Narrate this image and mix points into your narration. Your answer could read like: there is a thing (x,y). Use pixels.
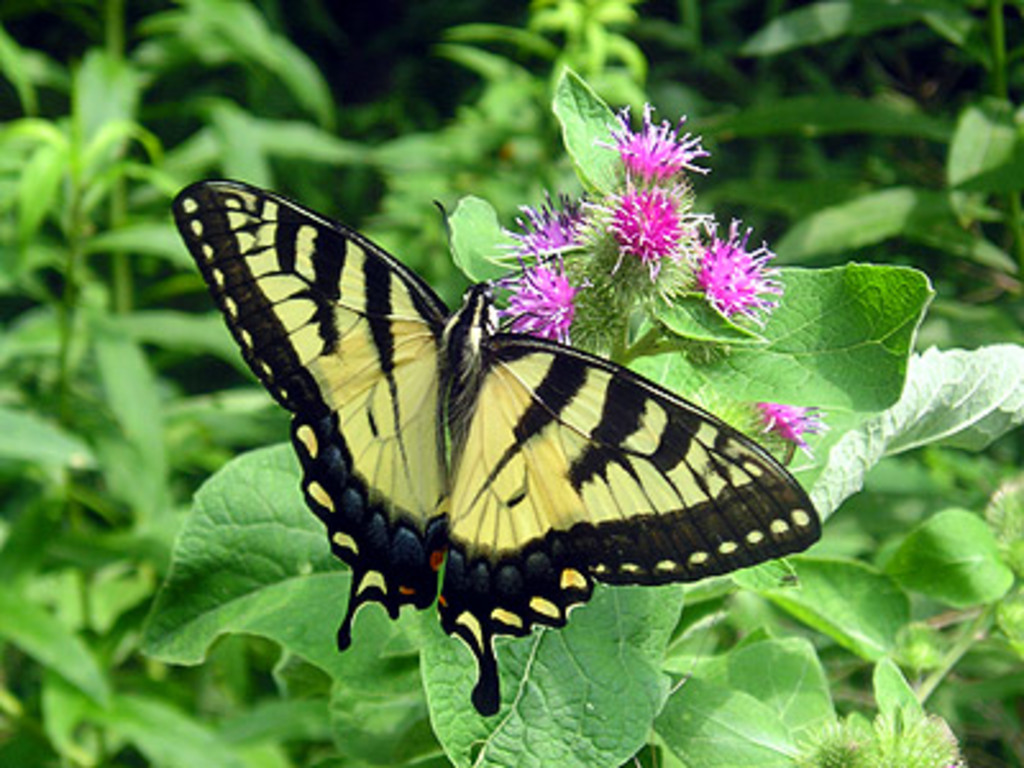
As we can see in the image there are plants (695,212), flowers (672,262) and butterfly (429,435).
